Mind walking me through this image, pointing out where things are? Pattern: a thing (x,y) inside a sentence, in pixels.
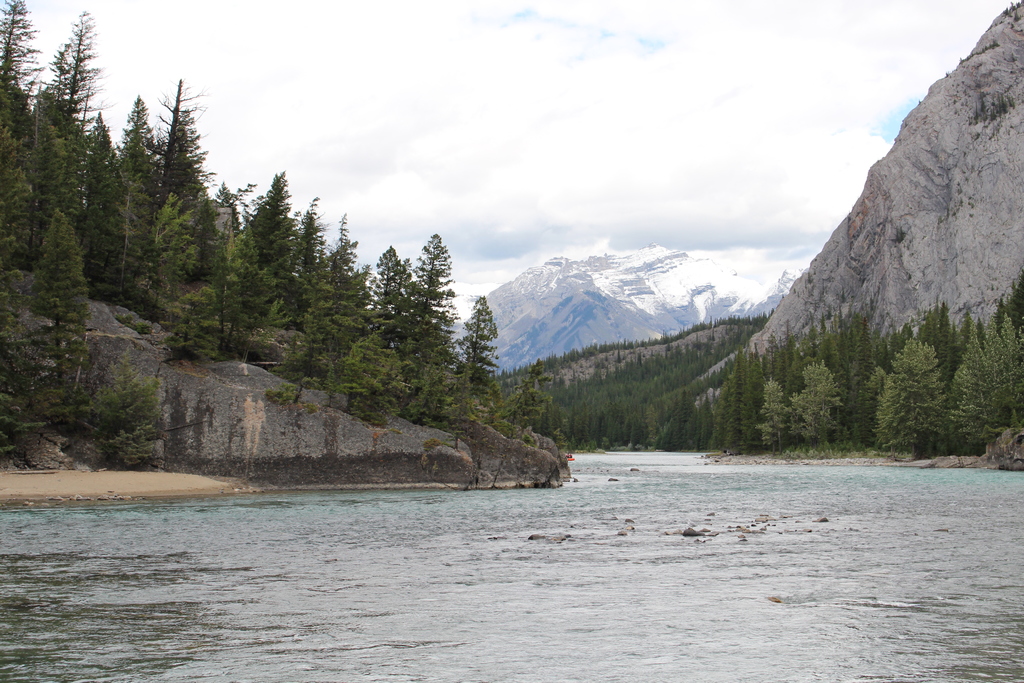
In this image in the front (580,576) there is water (608,571). In the background (592,411) there are trees (657,403), there are mountains (954,180) and the sky (606,181) is cloudy.
